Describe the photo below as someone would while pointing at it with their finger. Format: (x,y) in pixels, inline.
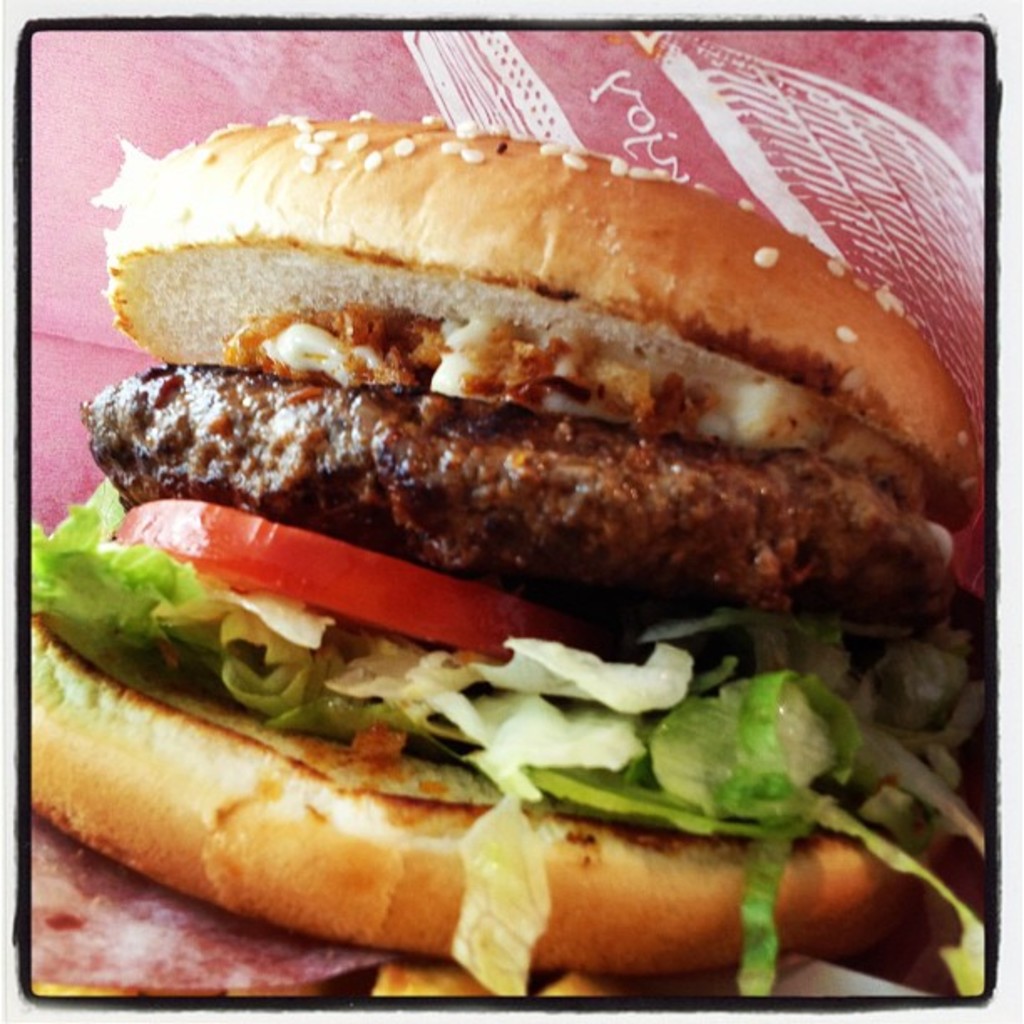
In this image we can see some food item (405,727).
